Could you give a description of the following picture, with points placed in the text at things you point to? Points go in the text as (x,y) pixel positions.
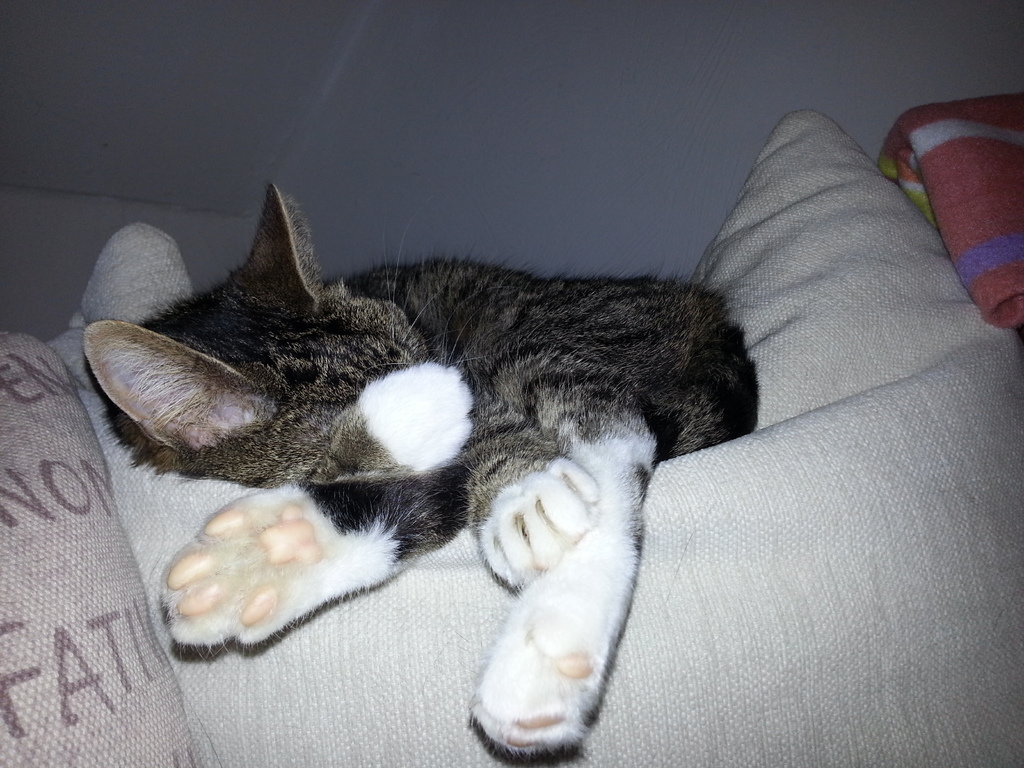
In this image there is a cat (540,455) in the center (444,456) sleeping on the bed (768,558).
